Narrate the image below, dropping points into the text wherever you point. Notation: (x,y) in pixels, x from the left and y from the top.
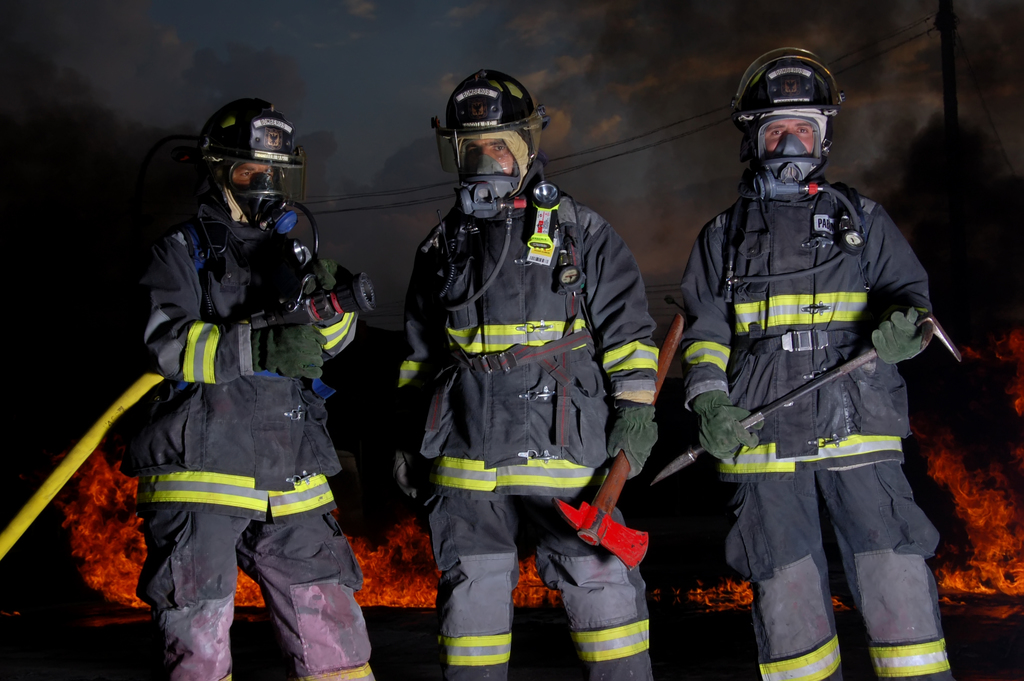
In this picture we can see three people (462,225) wearing a helmet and holding objects (300,327) in their hands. We can see some fire (136,519), pole (945,65) and wires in the background (946,88).
